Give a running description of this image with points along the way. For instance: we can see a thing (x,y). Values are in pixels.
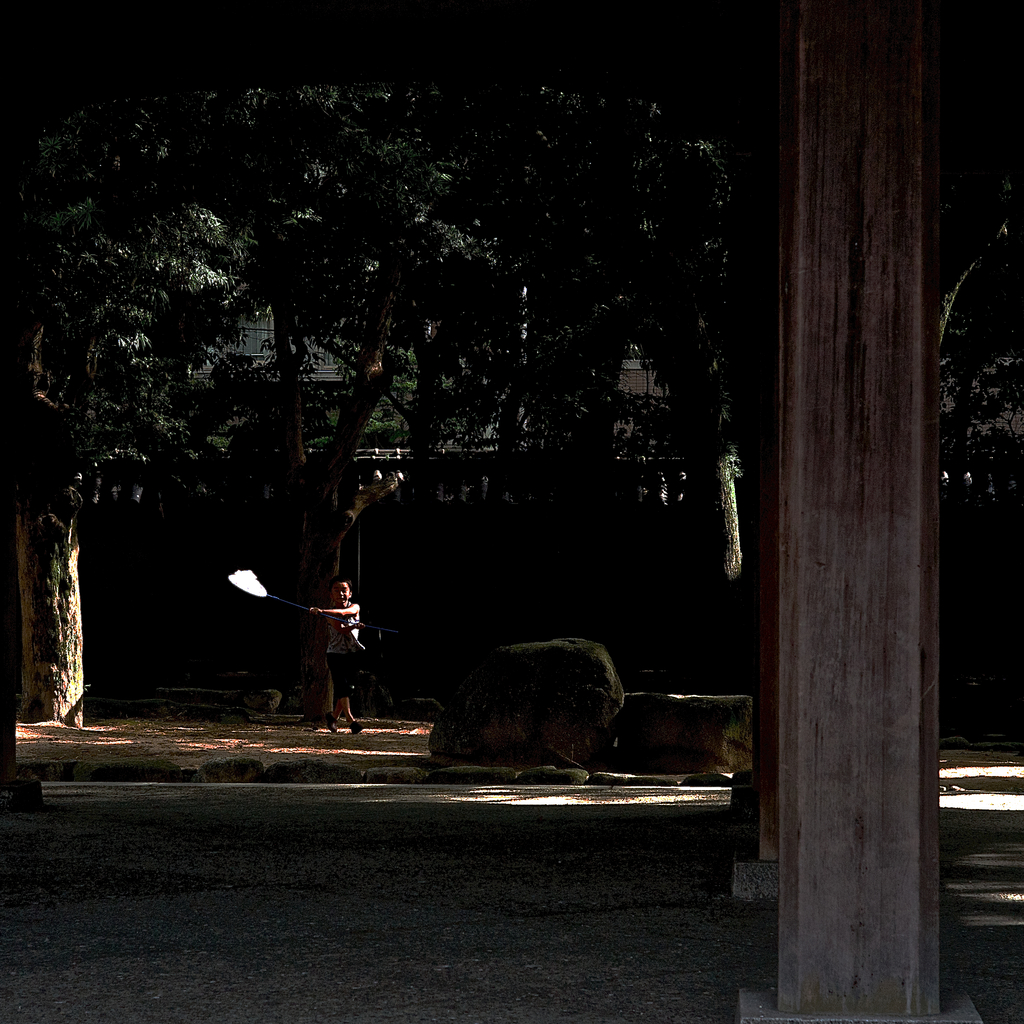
In this image we can see a child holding an object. And we can see the stones (703,711) and pillars (838,265). In the background (286,442), we can see the trees (467,435). And the given image is dark.
